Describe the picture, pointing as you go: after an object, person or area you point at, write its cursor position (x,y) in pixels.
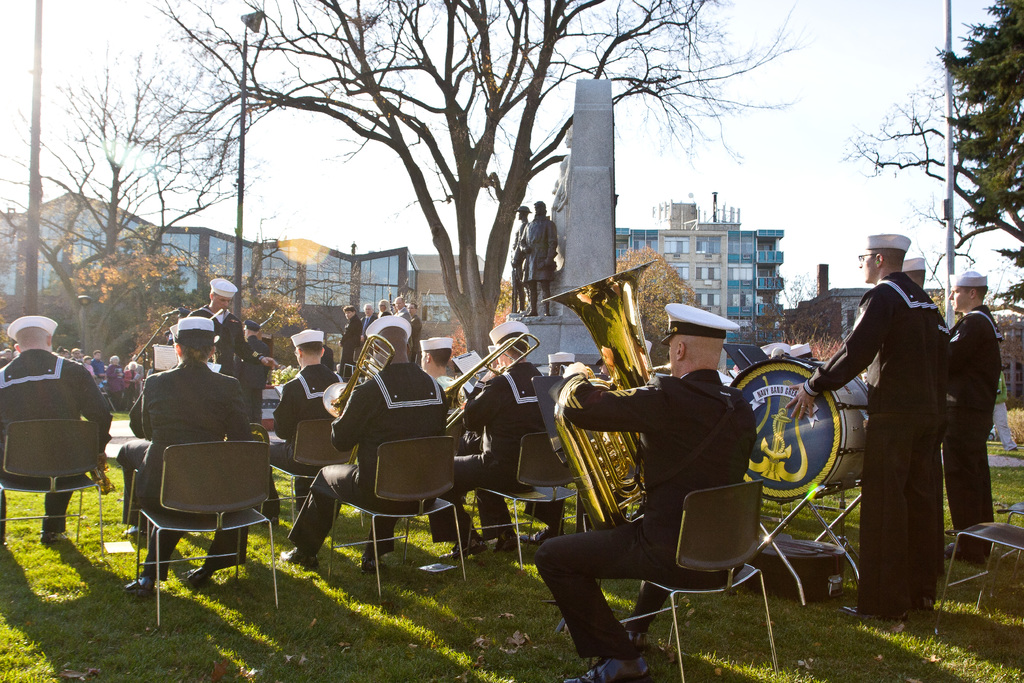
In this image I see number of people (349,436) in which few of them are holding musical instruments (830,423) and I see that there are 2 statues (521,310) over here and I see the green grass (271,650). In the background (92,334) I see the trees (65,279), few poles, buildings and the sky (416,143) and I see few of them are sitting on chairs (383,451).
